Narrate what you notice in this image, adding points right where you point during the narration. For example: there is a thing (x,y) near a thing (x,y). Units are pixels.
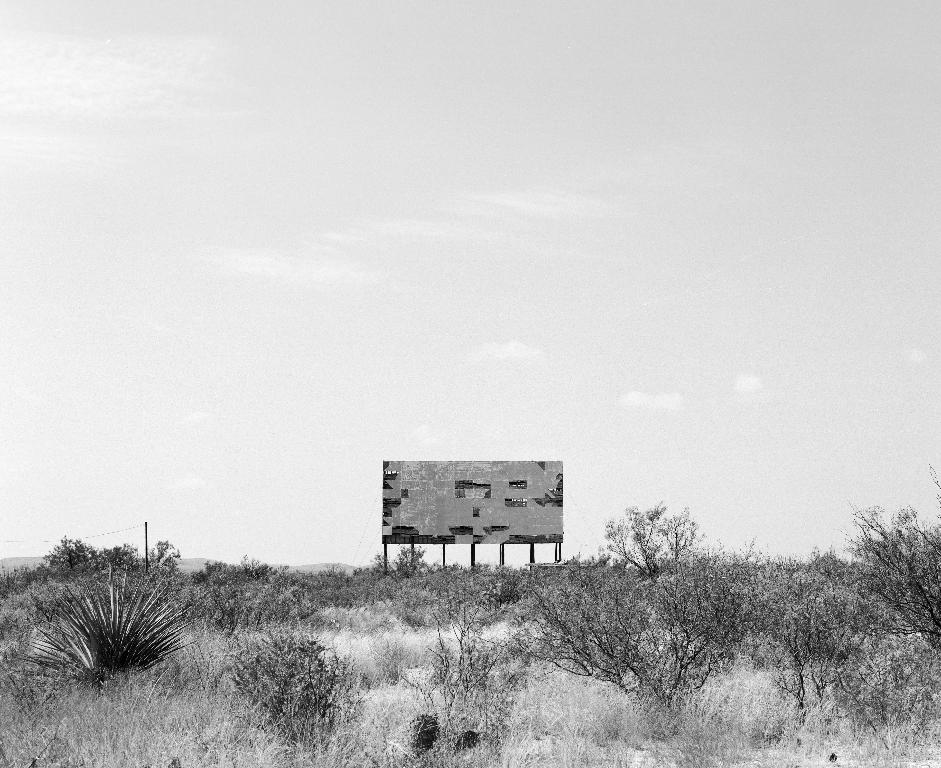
In this image at the bottom (749,597) there are some plants (317,640) and grass (194,659) and in the center (425,496) there is one hoarding (515,504), on the top of the image (636,129) there is sky (252,285).
